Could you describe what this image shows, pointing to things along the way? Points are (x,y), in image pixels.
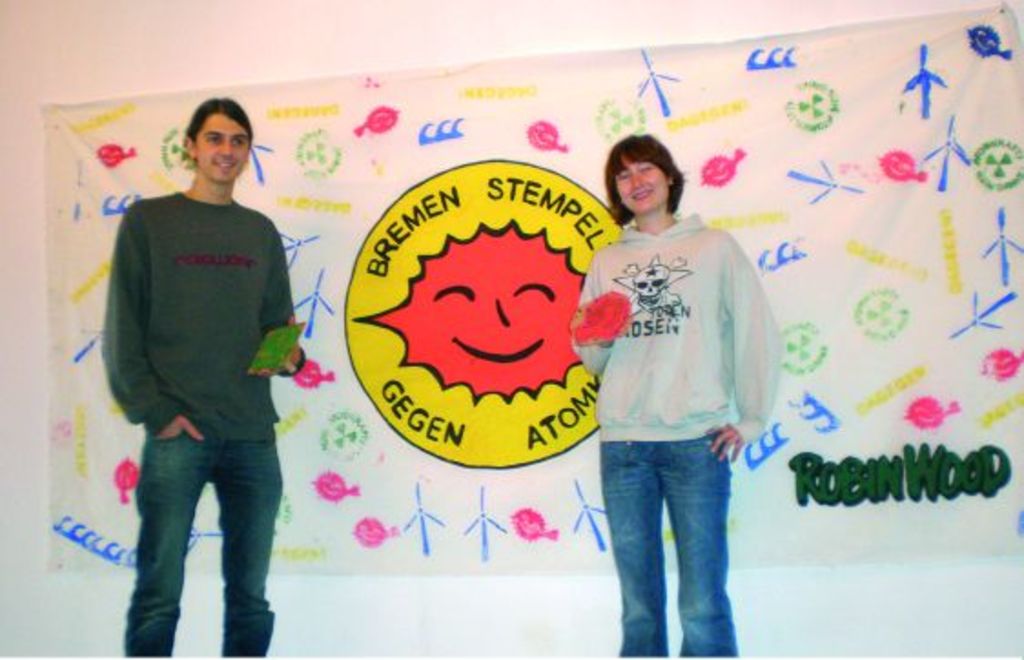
In this picture we can see there are two people (588,350) standing and holding some objects (592,305). Behind the people (210,383) there is a banner (417,347) and a wall (12,340).
